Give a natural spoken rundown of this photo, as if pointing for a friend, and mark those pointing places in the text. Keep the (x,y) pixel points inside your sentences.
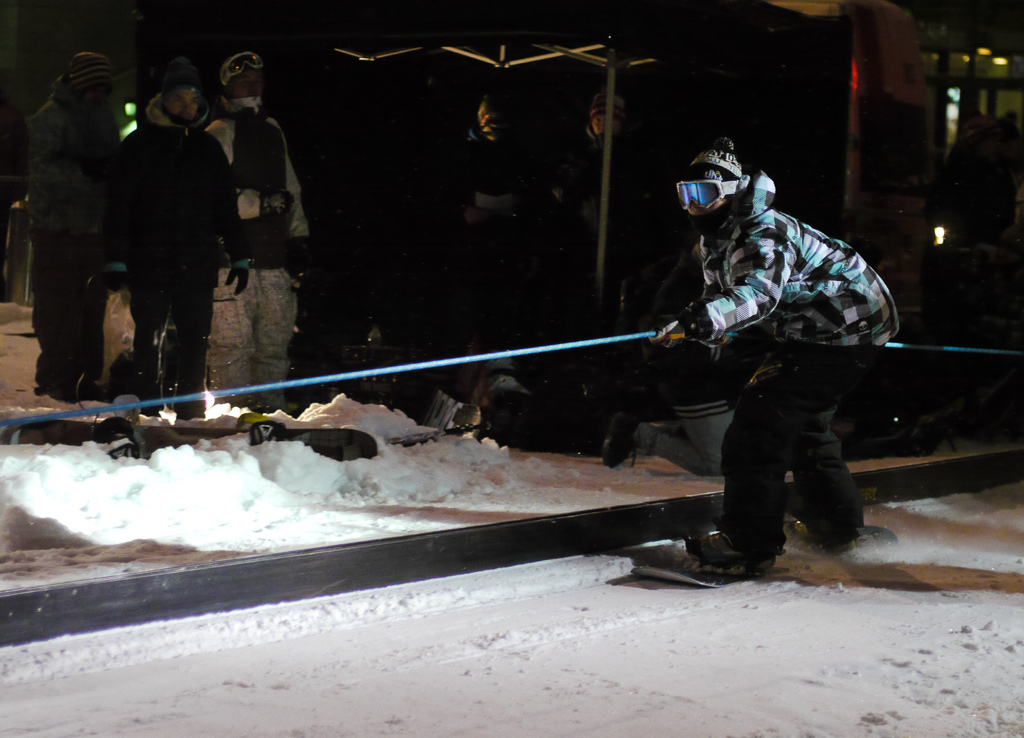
In this picture i could see a person (745,317) holding a rope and standing on the snowboard (713,572). He is dressed in jacket (758,311) with goggles (710,187) and cap (715,165) on and to the upper part of the picture there are people (33,187) standing near the snow (369,425).
